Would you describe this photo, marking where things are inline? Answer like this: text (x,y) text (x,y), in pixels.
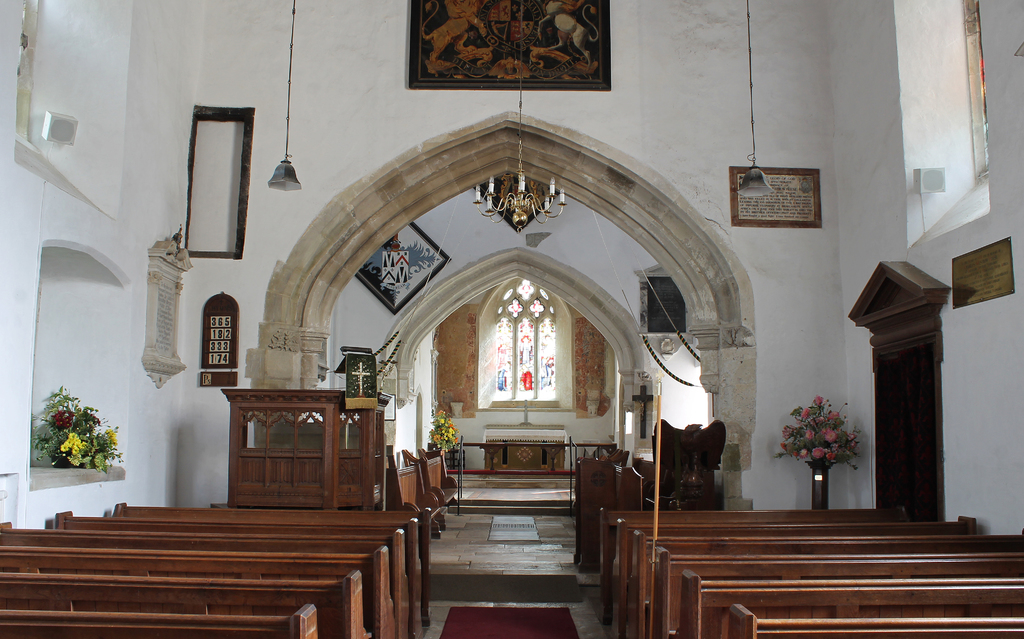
This image might be clicked in a church (674,562). There are flower vases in the middle (447,418). There are benches (418,592) at the bottom (131,587). There are photo frames (737,209) in the middle (416,284) and top. There are lights (744,180) in the middle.
